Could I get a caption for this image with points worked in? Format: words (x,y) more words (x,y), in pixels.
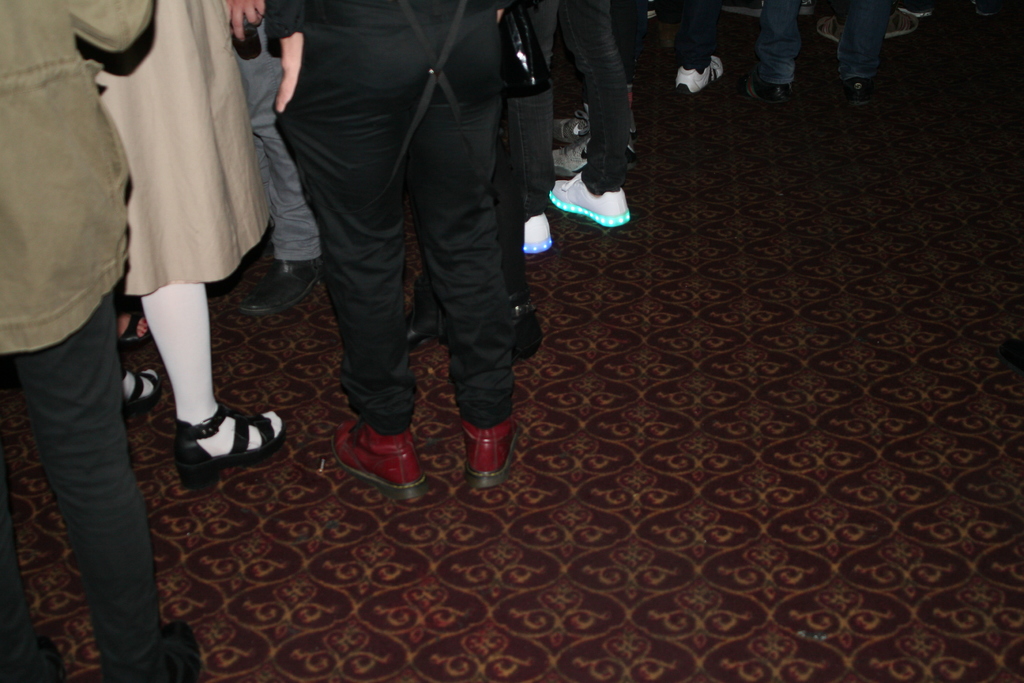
In this picture we can see there are legs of people (342,86), which are on the floor (579,336).
